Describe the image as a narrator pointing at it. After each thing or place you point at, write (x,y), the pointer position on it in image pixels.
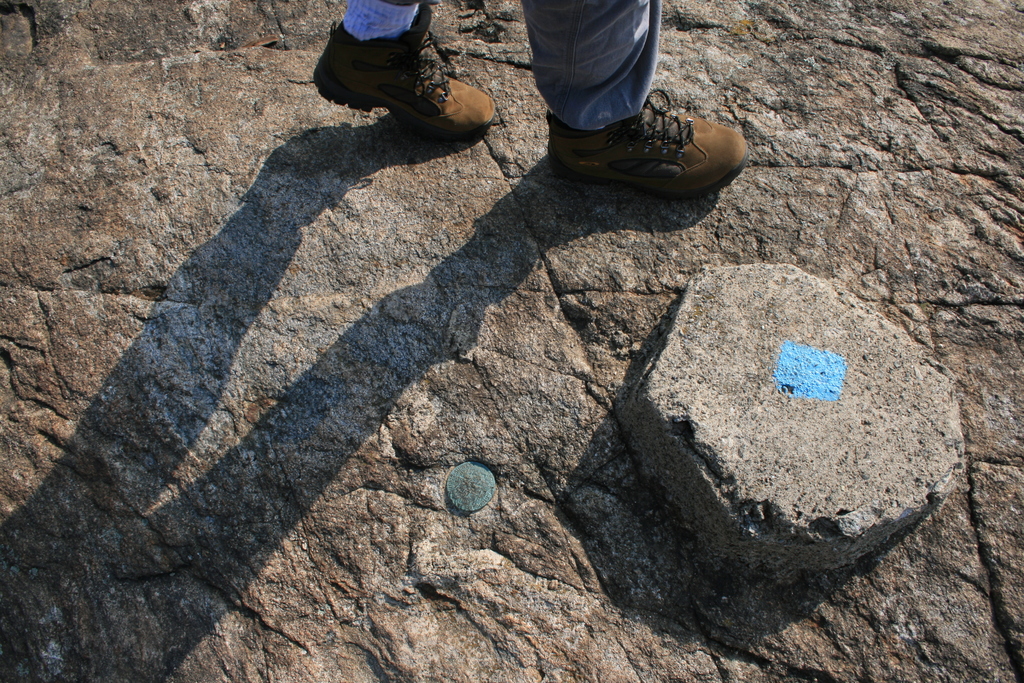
In the foreground of this image (783,425), there is a stone (756,443) and at the top (418,41), there are legs (616,105) of a person (613,105) on the rock (334,424).
